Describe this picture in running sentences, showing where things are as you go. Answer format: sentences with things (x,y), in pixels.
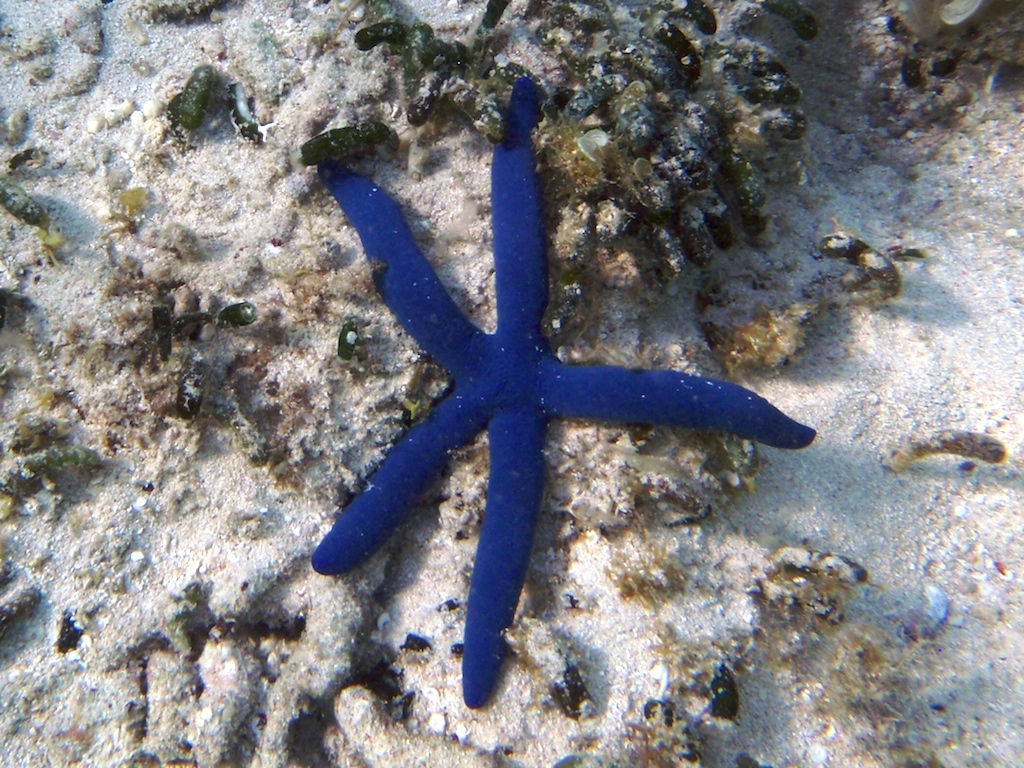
In this image I can see a blue color star fish (596,372) and I can see a group of coral reefs (743,211) visible on the floor (117,482).
